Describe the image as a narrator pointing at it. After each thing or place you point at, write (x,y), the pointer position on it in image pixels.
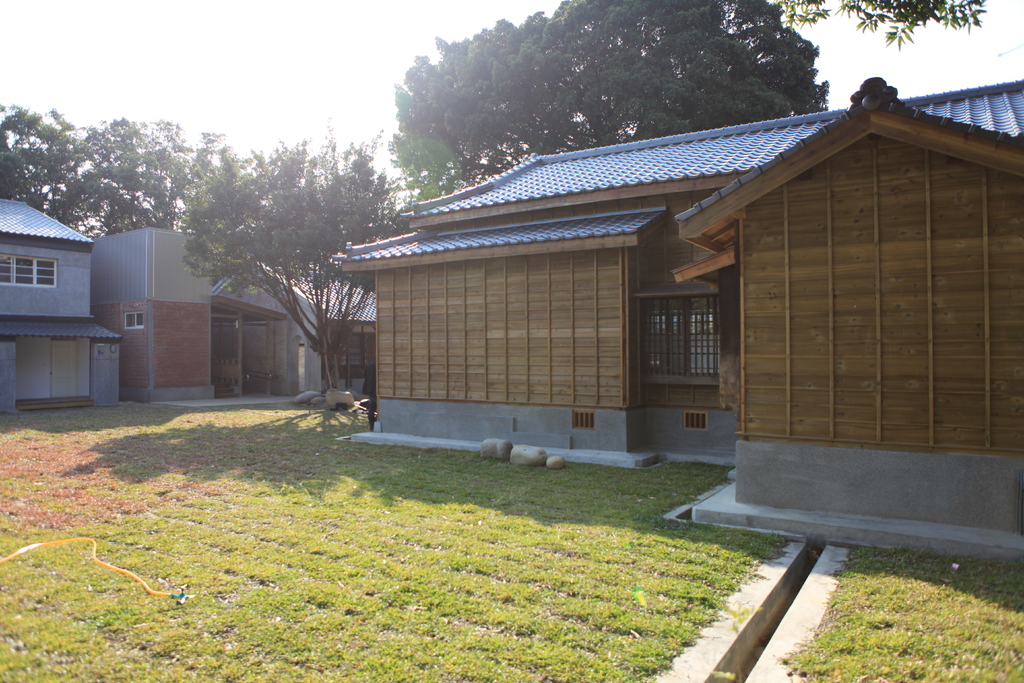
In this picture we can see some grass (303,445) on the ground (251,416). There is a pipe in this grass (25,514). We can see a few trees (335,250) and houses (56,351) in the background (4,327).
